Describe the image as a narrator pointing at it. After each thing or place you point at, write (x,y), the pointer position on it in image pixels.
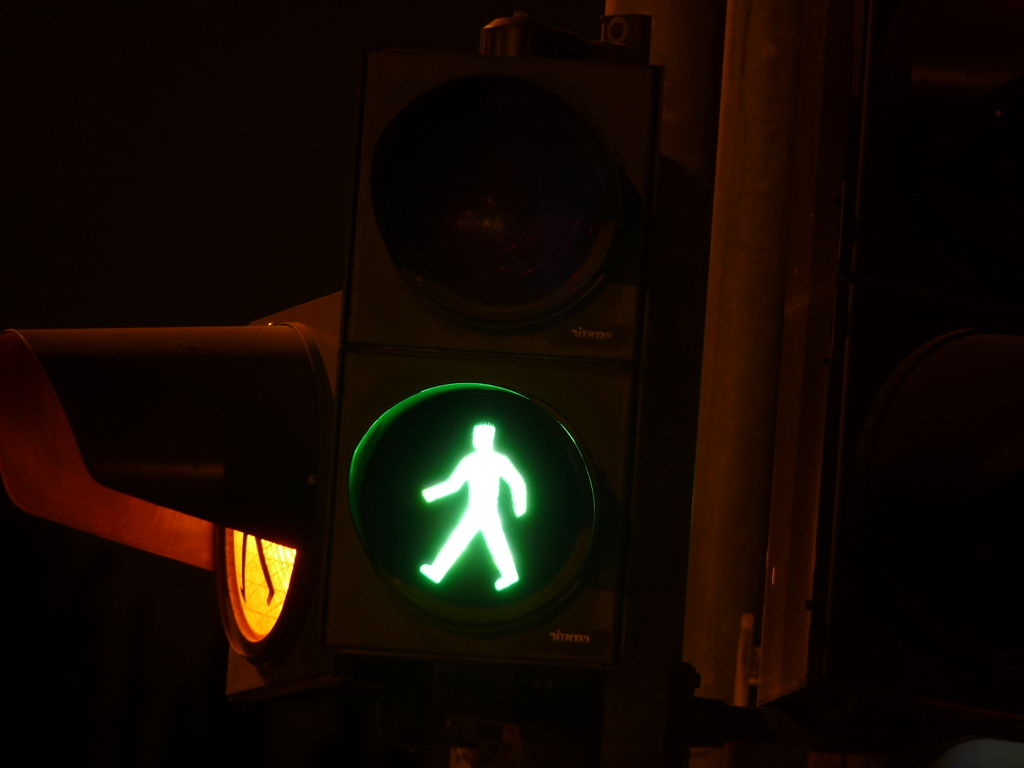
In this image, we can see traffic signals (210,491) and pole (695,582). Background (96,147) we can see the dark view.
